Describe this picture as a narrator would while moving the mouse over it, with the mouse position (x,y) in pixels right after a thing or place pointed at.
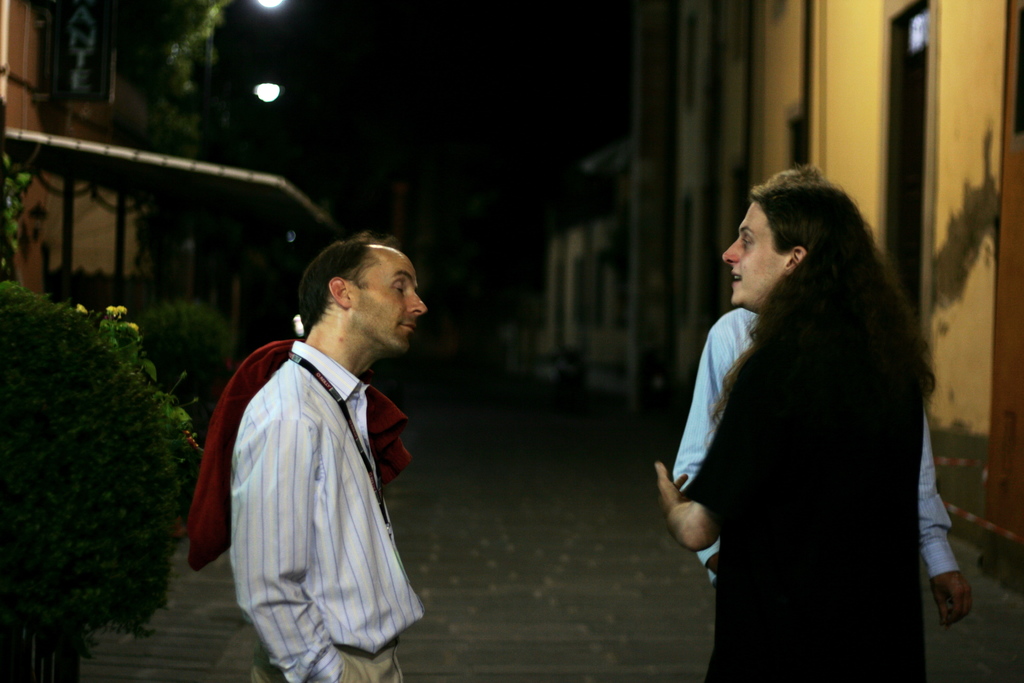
This image is taken outdoors. In the background (660,242) there are few buildings (981,337), trees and plants (171,416). On the right side of the image (874,400) there are two persons (808,429) standing on the floor (672,654). In the middle of the image (372,382) a man (346,516) is standing.
